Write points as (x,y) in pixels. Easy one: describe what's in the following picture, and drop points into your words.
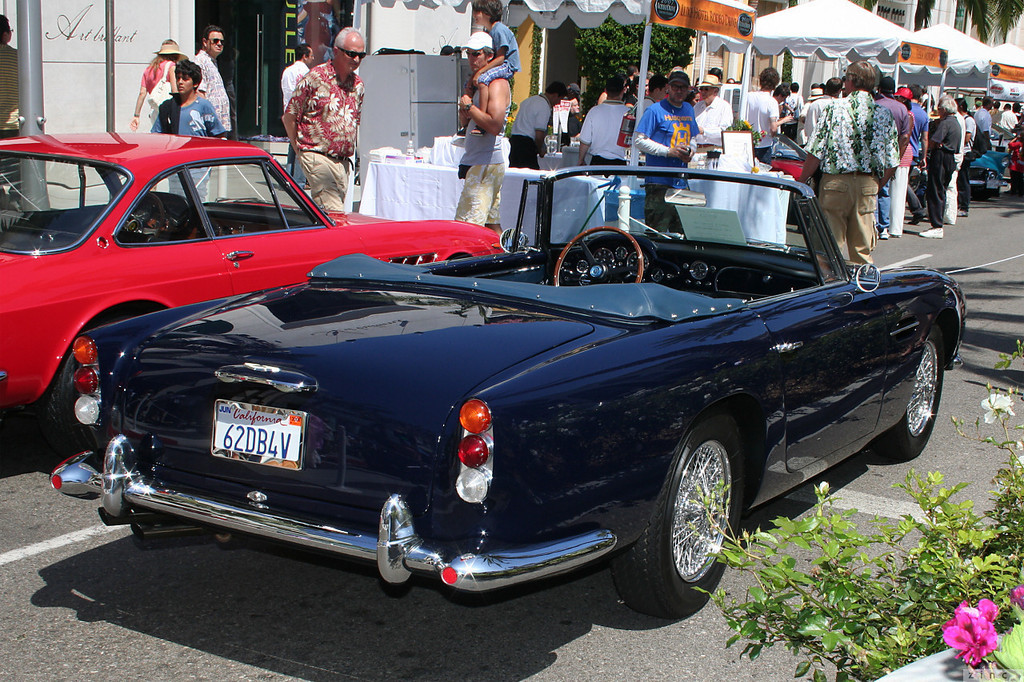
In this picture there are vehicles (477,404) and there are tents (896,51) and tables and there are group of people (963,182) on the road (1023,248). At the back (95,124) there are buildings (934,10) and trees (655,32). In the foreground (976,632) there are flowers (965,643) and plants (937,603).
